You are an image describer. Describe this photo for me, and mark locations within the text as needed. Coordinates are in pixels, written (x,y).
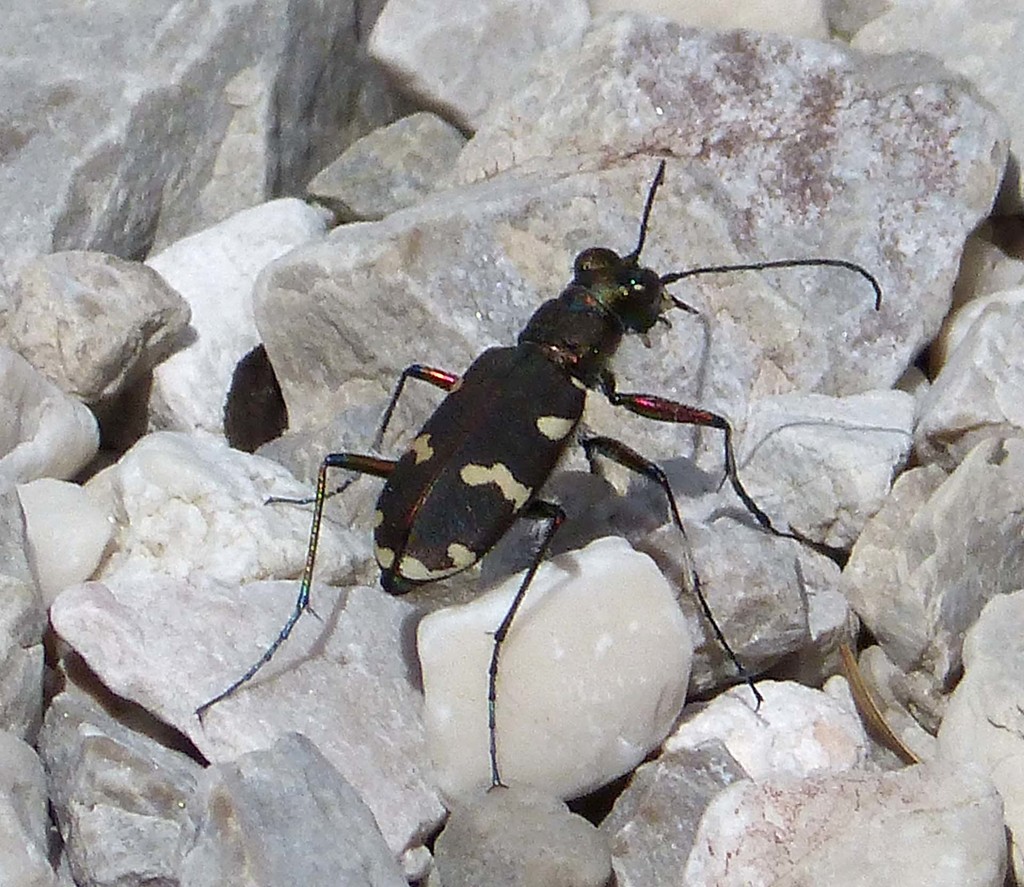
This is the tiger beetle (482,473), which is black in color. These are the rocks (516,233).
